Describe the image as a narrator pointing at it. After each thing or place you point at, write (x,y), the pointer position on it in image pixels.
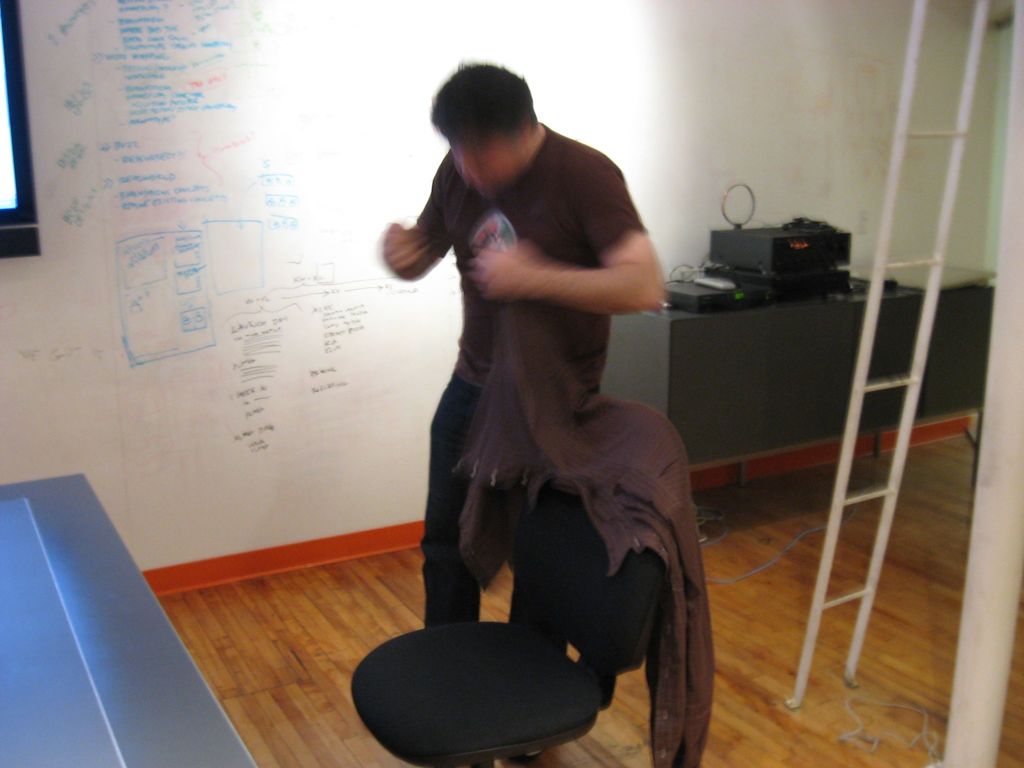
In this image in the front (513,673) there is an empty chair (513,663) and there is a cloth (610,491) hanging on the chair (502,631), there is a ladder (885,388) and there is a person (556,293) standing. In the background (182,199) there is a wall (314,161), on the wall (213,138) there is some text (178,233). In front of the wall (756,167) there is a table (791,317) and on the table (747,332) there are objects (756,275) which are black and white in colour. In the front (121,662) on the left side (104,658) there is a table (101,650), on the right side (984,536) there is a pillar (1001,459) and there is an object (22,222) on the wall (45,151) which looks like a television (16,161).
